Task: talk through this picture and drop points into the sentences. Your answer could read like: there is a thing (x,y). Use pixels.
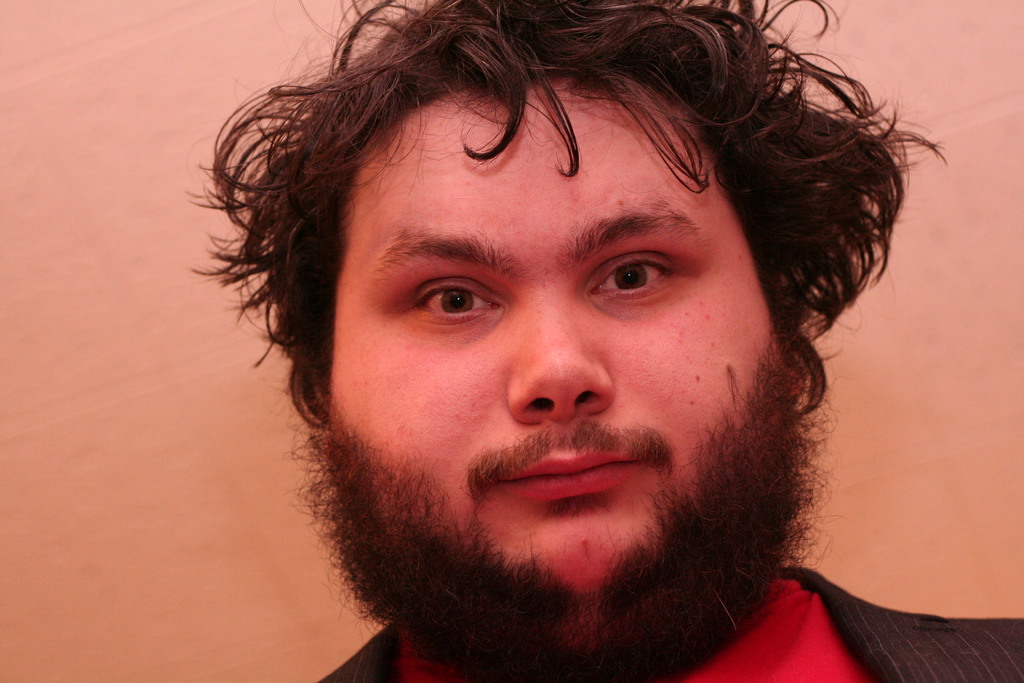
In this image in front (588,527) there is a person (581,560). Behind him there is a wall (123,379).
